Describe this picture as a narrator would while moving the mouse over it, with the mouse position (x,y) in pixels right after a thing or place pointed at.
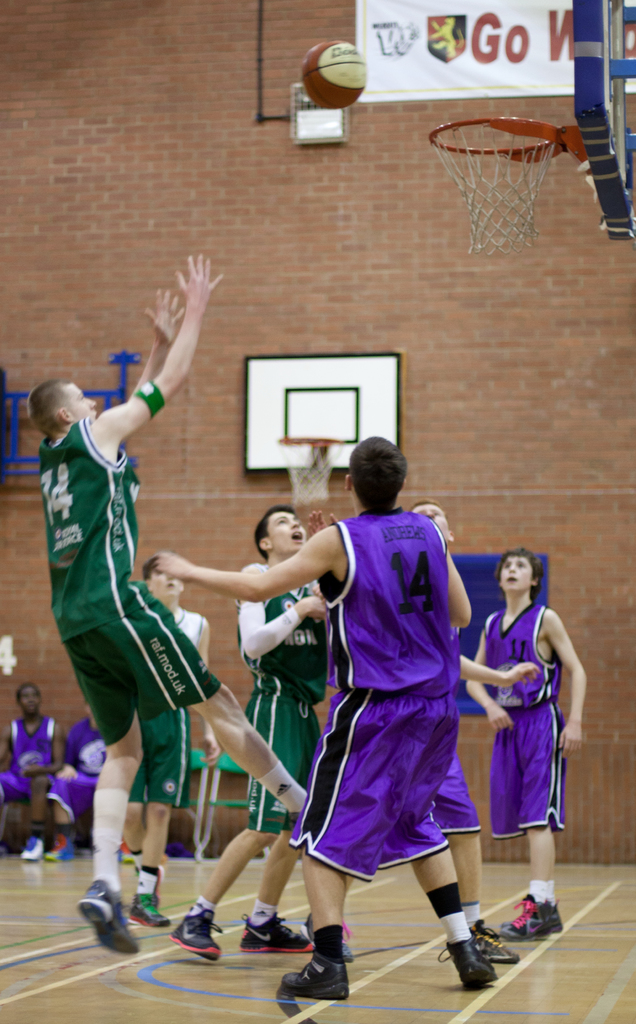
In the image there are few men (124,602) in green jersey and few men (538,751) in purple jersey (443,584) playing basket ball in a basket ball stadium (557,972), in the back (262,197) there is a brick wall (590,638) with few people (80,766) standing and sitting in front of it on the chairs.
